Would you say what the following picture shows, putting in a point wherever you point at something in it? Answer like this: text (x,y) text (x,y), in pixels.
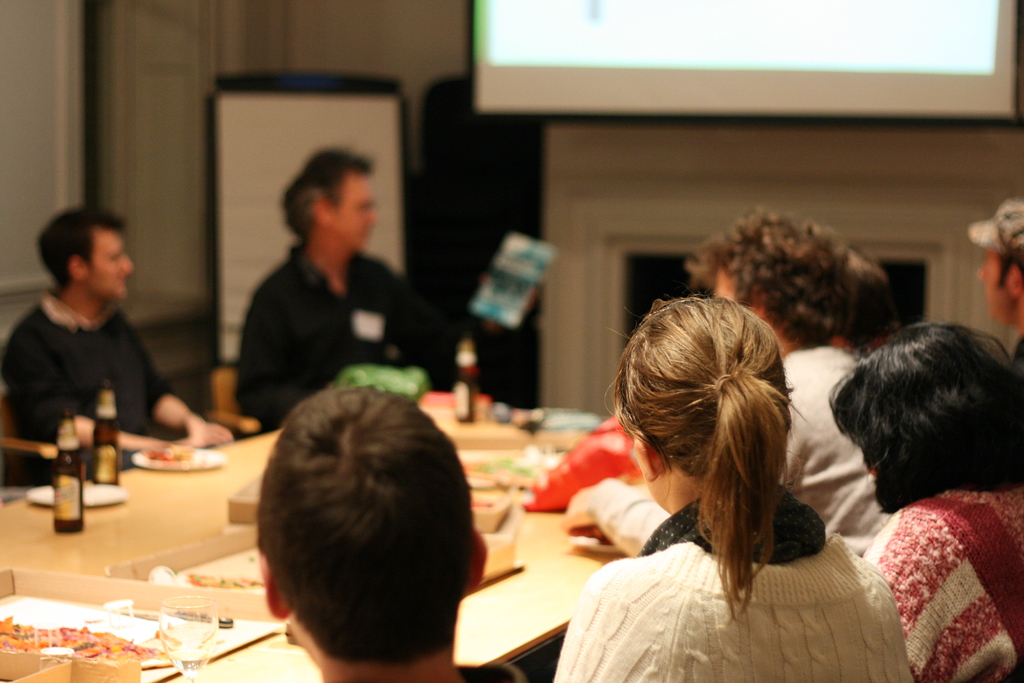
In the picture we can see few persons (705,329) were sitting around the table (178,522). And on the table (211,507) we can see some food items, beer bottles (106,455) etc. Coming to the background (363,68) we can see the wall (196,89) and screen (489,44).
